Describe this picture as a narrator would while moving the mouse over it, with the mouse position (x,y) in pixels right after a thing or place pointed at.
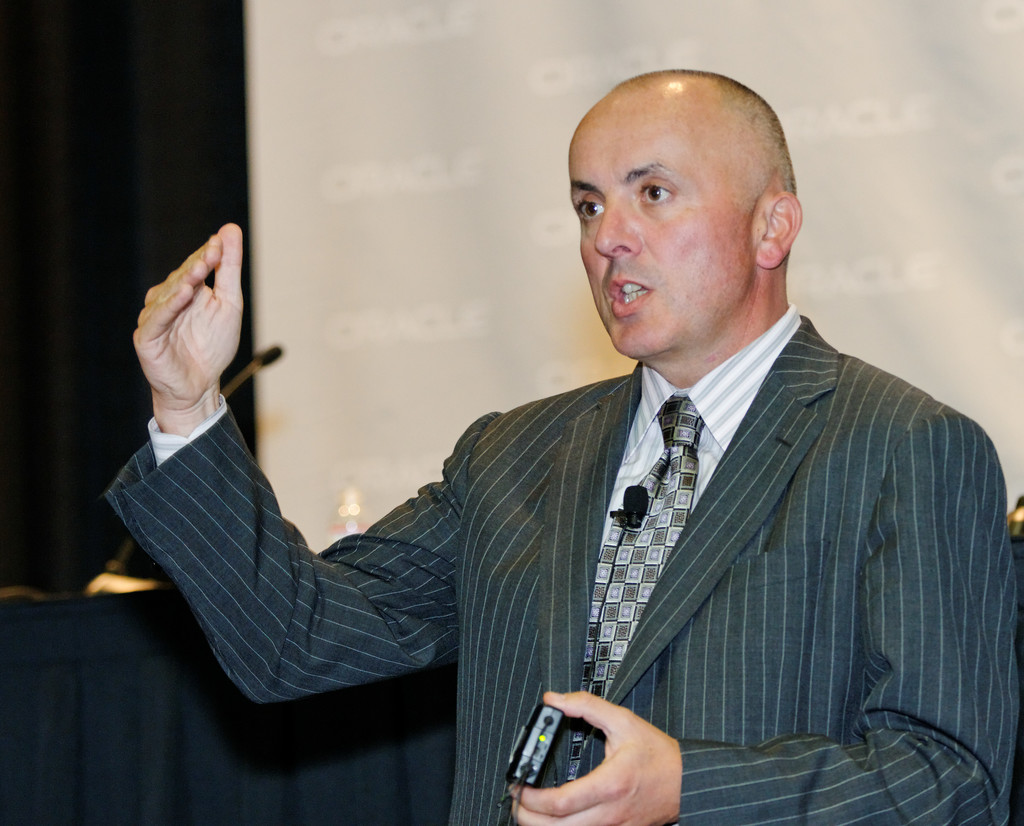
In this picture we can see a man (620,569) in the blazer (574,517). He is holding an object (549,758) and explaining something. Behind the man (641,447), there is a cloth (176,685), a microphone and a projector screen (364,201).
